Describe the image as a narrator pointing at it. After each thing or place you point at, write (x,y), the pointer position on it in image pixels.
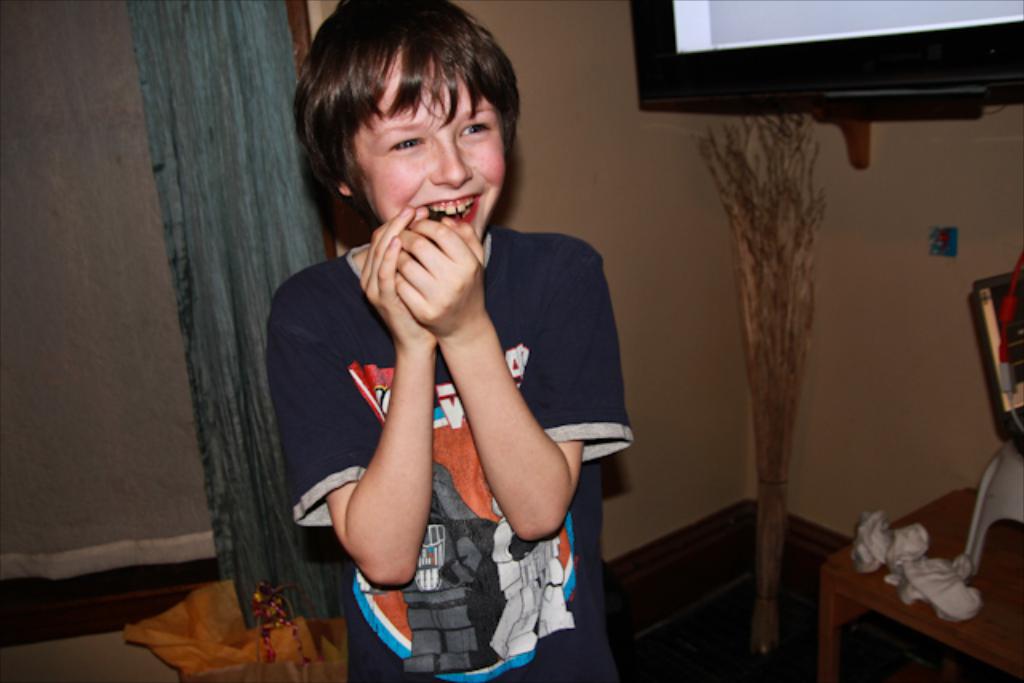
This is the picture of a boy (357,1) standing and smiling in the back ground (312,547) we have a curtain (214,381), a blanket (223,599), a wooden sticks (775,622), table (958,523) and a television (760,65) attached to the wall (842,183).
